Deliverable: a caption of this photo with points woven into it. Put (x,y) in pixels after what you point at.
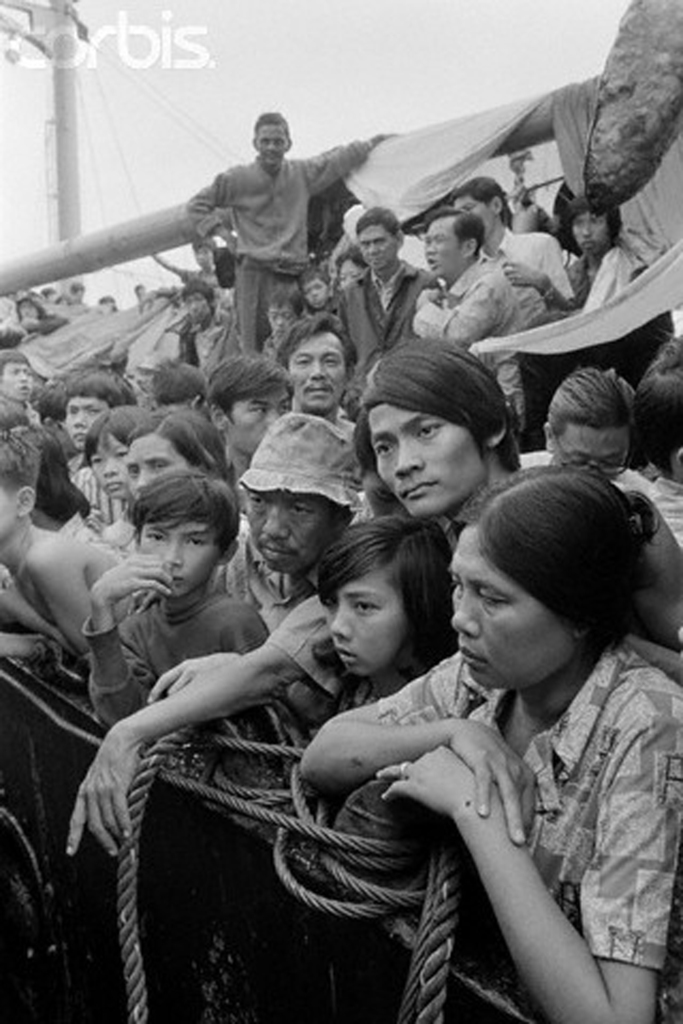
In this image I can see group of people (87,601), some are sitting and some are standing. I can also see few ropes (254,744), background I can see a light pole (65,118) and the image is in black and white.
